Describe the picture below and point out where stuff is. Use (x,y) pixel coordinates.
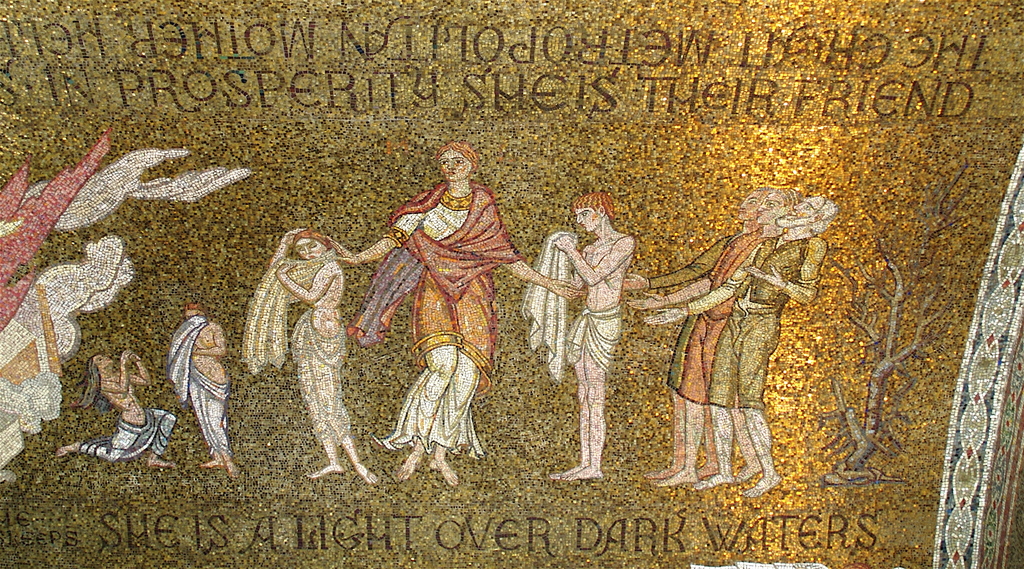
In this image, I think this is the painting (346,388) on the wall (819,334). There are few people (209,395) standing. This is a tree (861,435) with branches (857,448). I can see the letters (419,80).
